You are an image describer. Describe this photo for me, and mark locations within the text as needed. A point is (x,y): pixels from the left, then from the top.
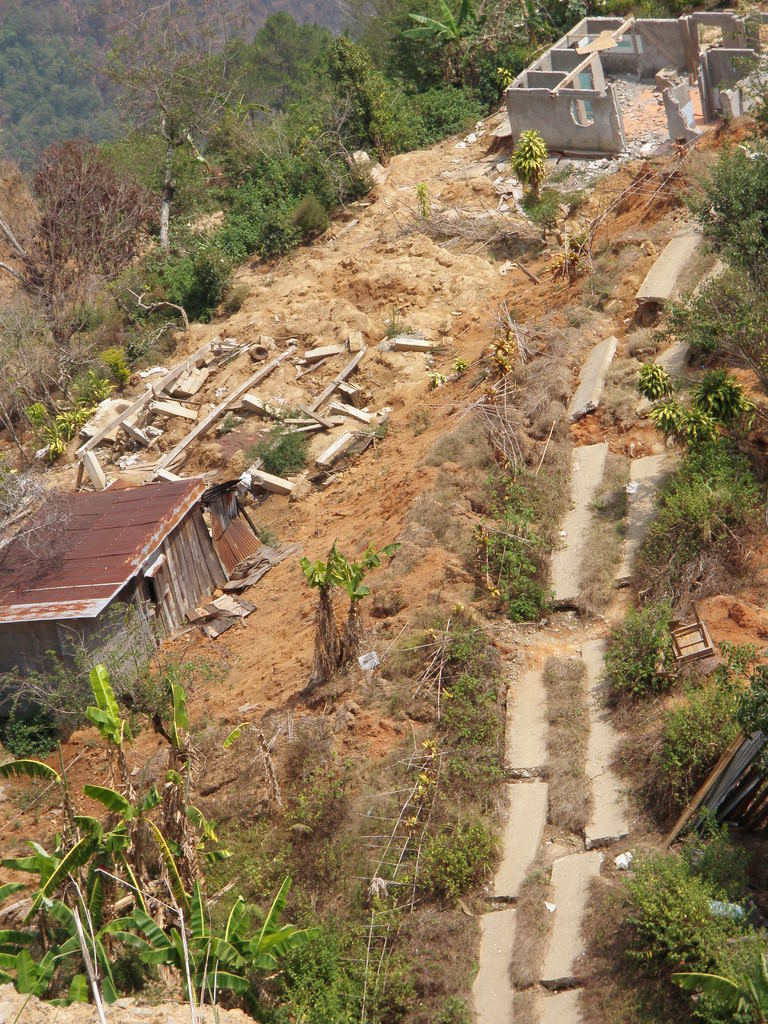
In this image there is a small shed (127,573) on the left side (125,587). Beside it there are broken wooden pieces (196,369) on the sand (373,338). In the background (362,54) there are trees (169,148). On the right side (534,816) there is a path (631,365) which contains stones (594,364) on the way (647,328). At the top (587,74) there is a cement hut (619,96) which is under construction.
